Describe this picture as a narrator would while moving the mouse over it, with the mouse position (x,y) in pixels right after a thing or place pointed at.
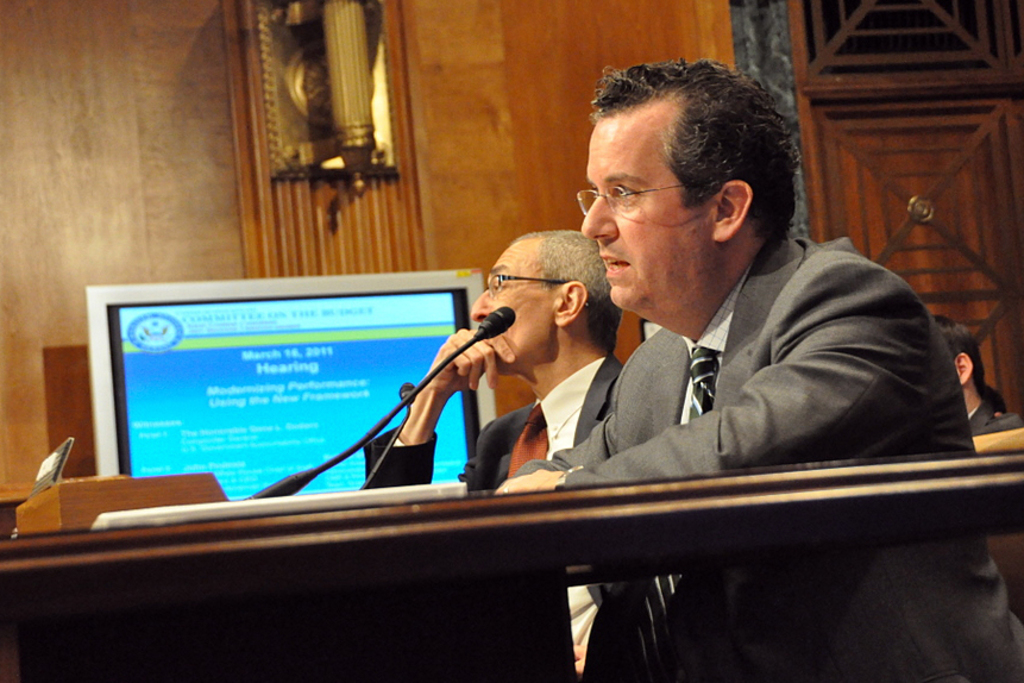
In this image I can see two persons (711,397) in front of the desk (616,518) and on the desk (575,498) I can see a microphone (309,473). In the background (1015,385) I can see another person (977,361), the wall (994,379) and a huge screen (253,381).
